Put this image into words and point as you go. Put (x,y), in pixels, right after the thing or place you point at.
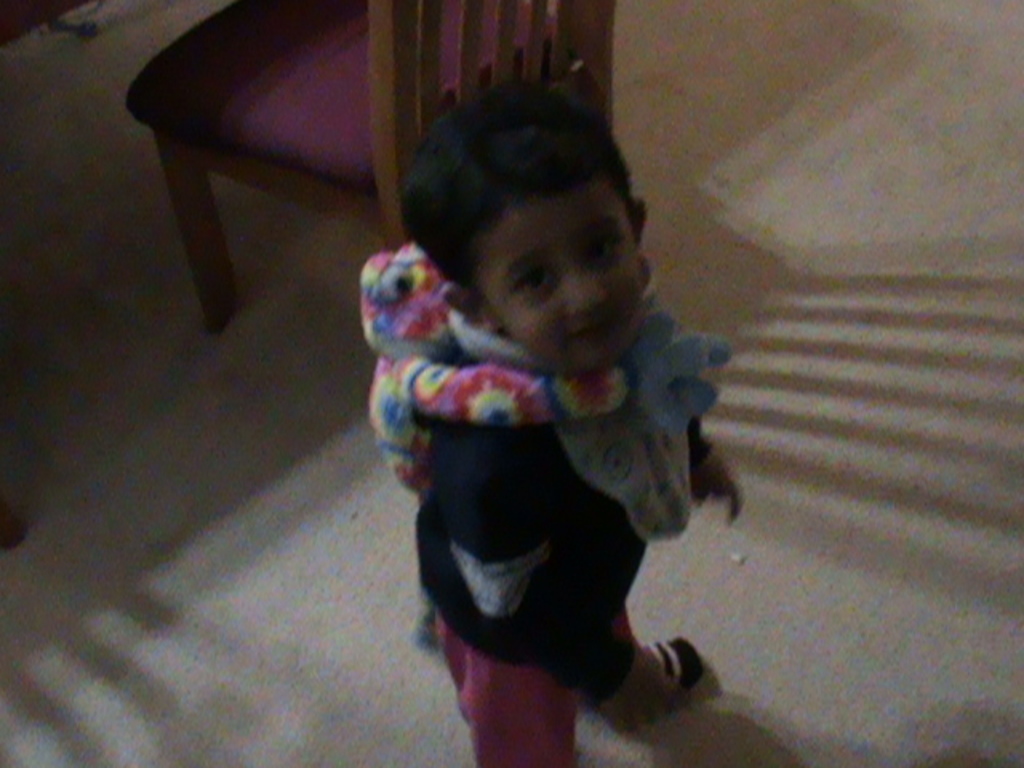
In this picture there is a boy (546,489) wearing a black shirt (472,498) is standing. There is a toy (398,352) at his back (449,344). There is also a chair (275,127).
